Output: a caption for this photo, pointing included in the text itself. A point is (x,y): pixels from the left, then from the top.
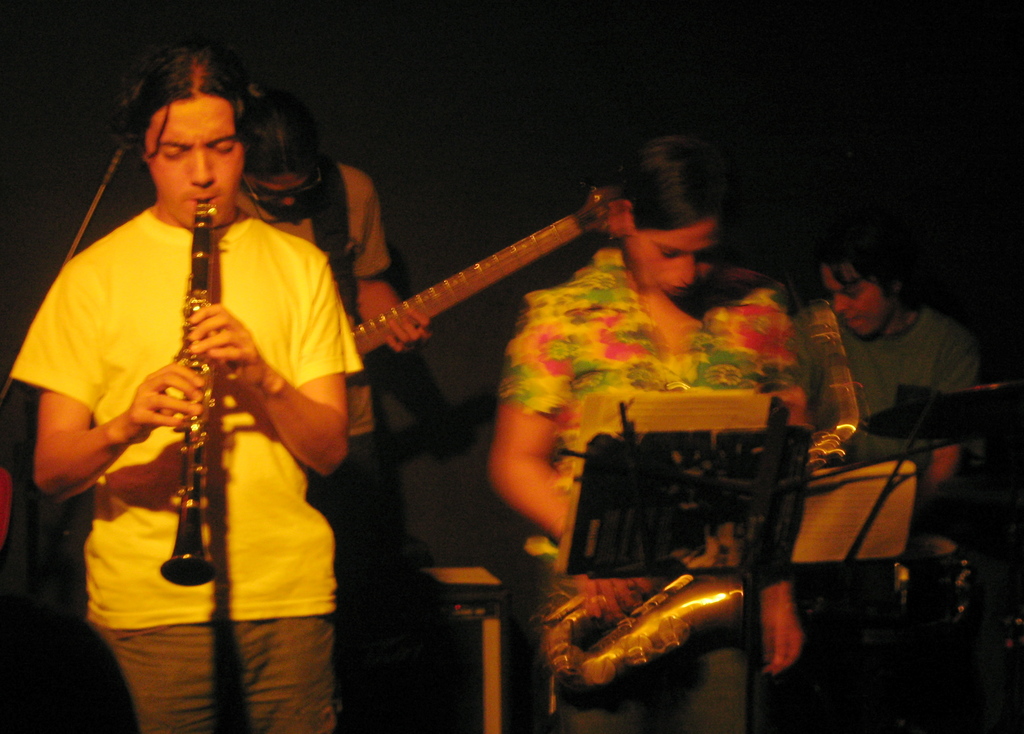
In this image there is a person (87,307) standing and playing a clarinet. Backside of him there is a person (264,123) standing and playing guitar (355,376). At the right side (759,339) there is a person (564,713) standing before a stand (667,518). Behind to him there is a person (871,453) playing a musical instrument (888,571).
